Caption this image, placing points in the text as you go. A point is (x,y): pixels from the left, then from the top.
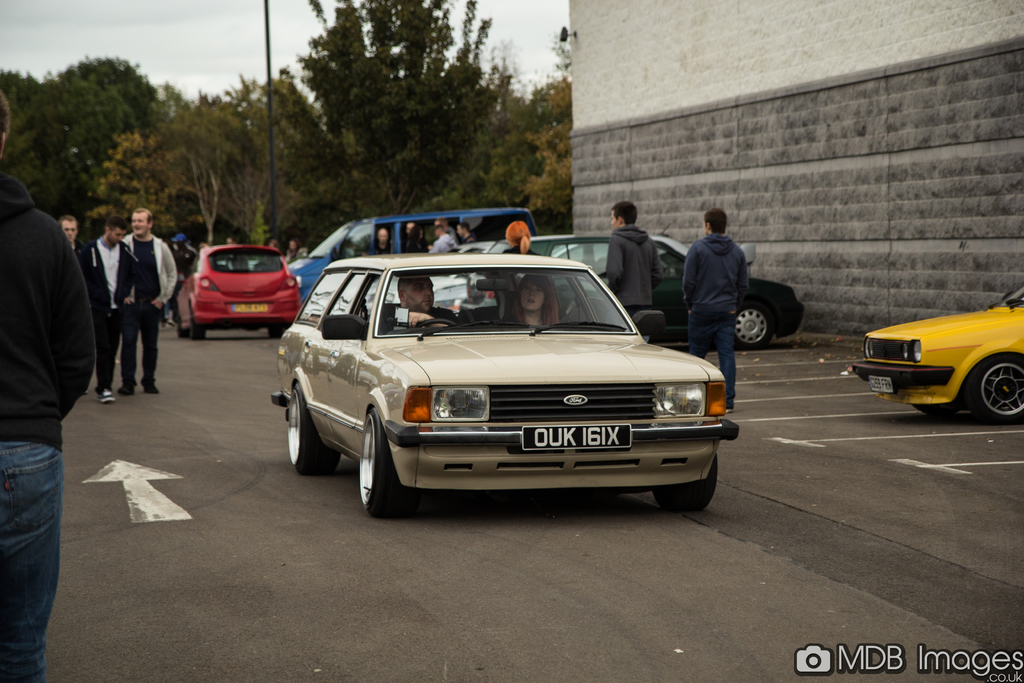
The image is taken on the streets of a city (499,236). In the foreground of the picture (63,273) there are people (694,246), cars (471,273) and road (805,492). On the right (769,71) we can see a wall (659,106). In the center of the background (383,118) there are trees (284,123), pole (270,138) and sky (290,30).
